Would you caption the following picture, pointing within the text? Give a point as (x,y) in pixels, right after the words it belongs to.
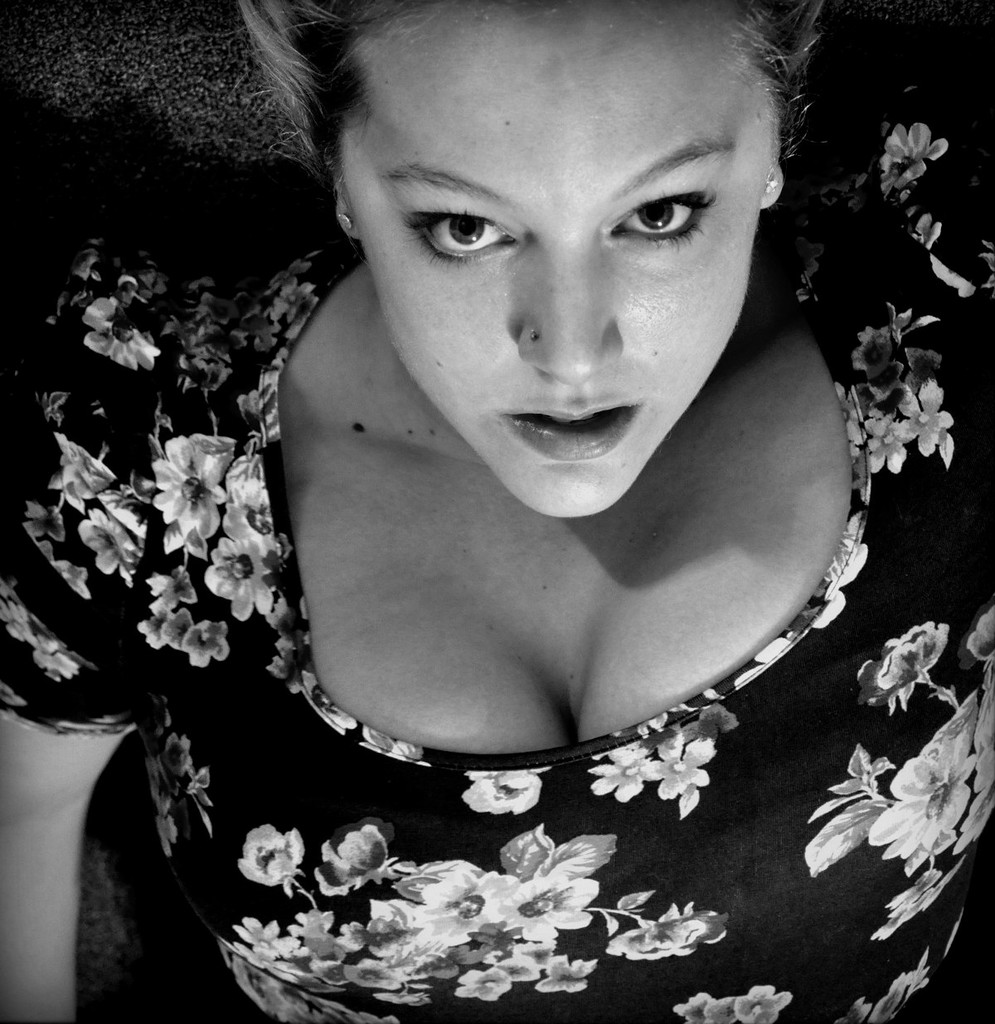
This is a black and white picture where I can see a woman (599,560) wearing a dress (409,852) is lying on a surface (242,104).
